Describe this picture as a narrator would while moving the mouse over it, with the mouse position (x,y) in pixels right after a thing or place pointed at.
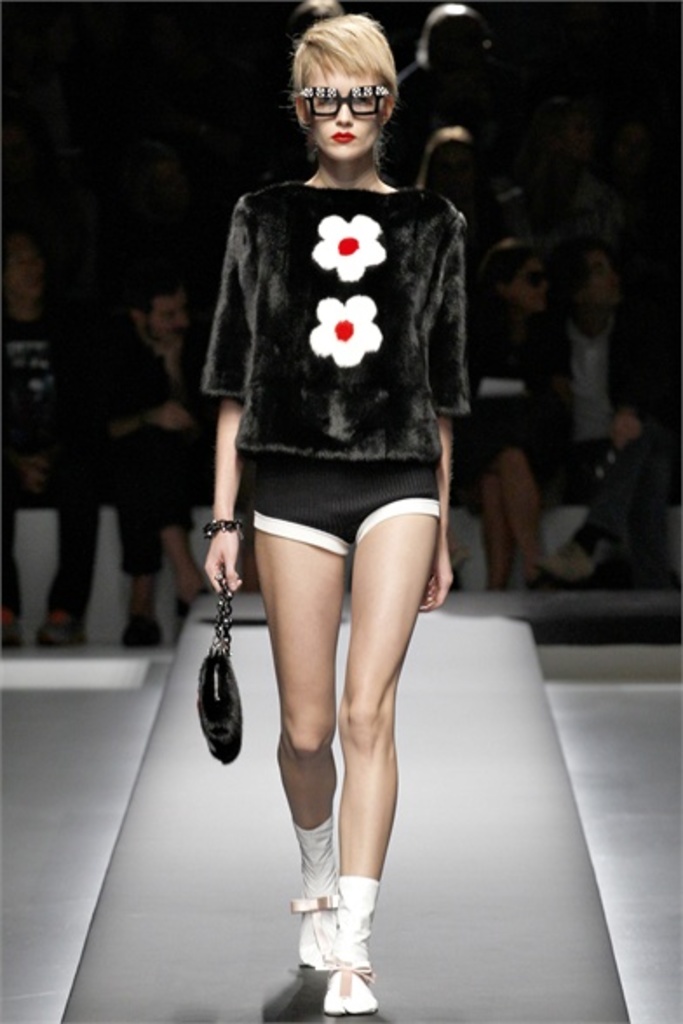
In the foreground (483,911) I can see a woman (283,680) is holding a bag (210,715) in hand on the stage (394,959). In the background (37,267) I can see a crowd (135,442). This image is taken during night on the stage (221,899).
